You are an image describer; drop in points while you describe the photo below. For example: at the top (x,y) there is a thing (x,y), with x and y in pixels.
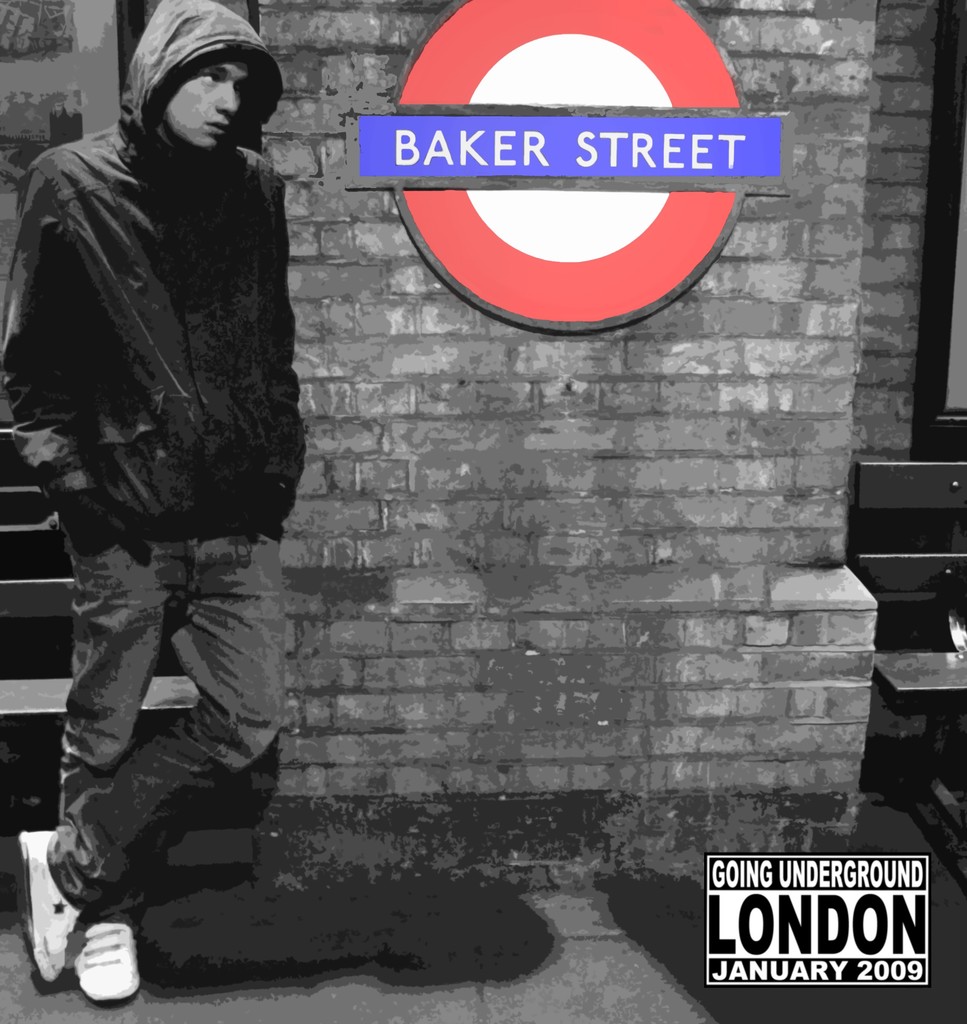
In this image we can see an edited picture in which we can see a person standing on the ground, we can also see some benches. In the center of the image (540,602) we can see a board (567,101) with some text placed on the wall (649,399). In the right side of the image (942,346) we can see a door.
